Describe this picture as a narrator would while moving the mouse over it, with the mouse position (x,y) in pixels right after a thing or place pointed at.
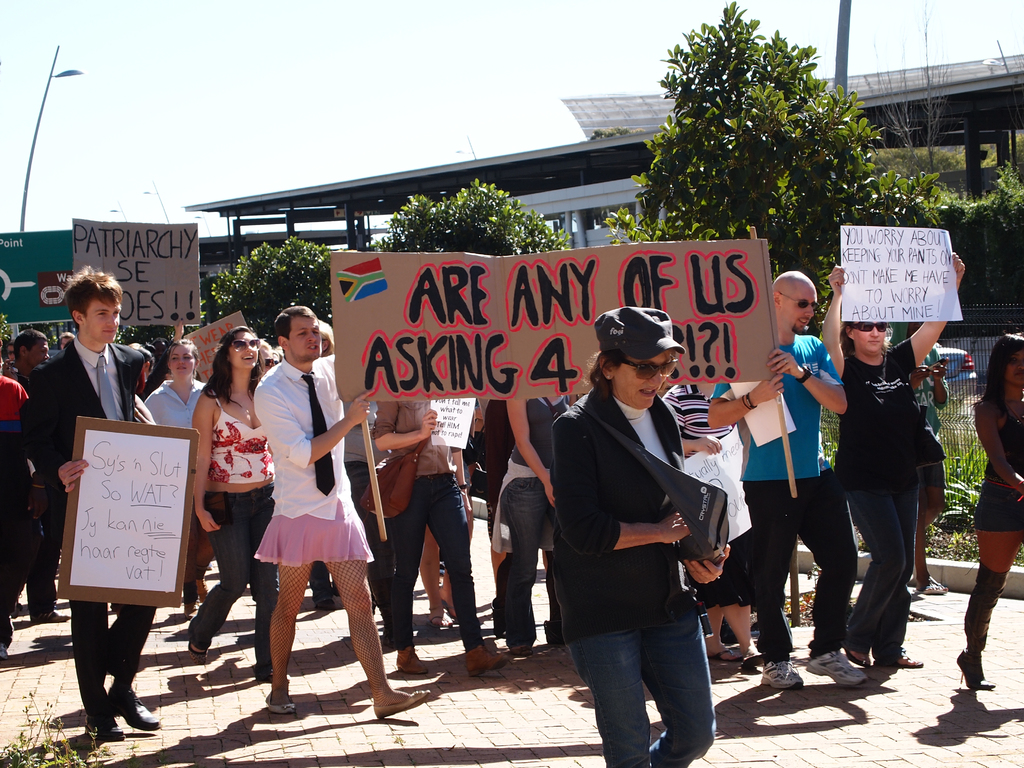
In this image I can see the group of people (389,542) with different color dresses (294,487). I can see few people (269,400) are holding the boards (105,506) and papers (858,318). To the side of these people (614,451) I can see the plants (270,314), trees (282,309) and railing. In the background (371,222) I can see the shed (353,215) and the sky (284,171).
